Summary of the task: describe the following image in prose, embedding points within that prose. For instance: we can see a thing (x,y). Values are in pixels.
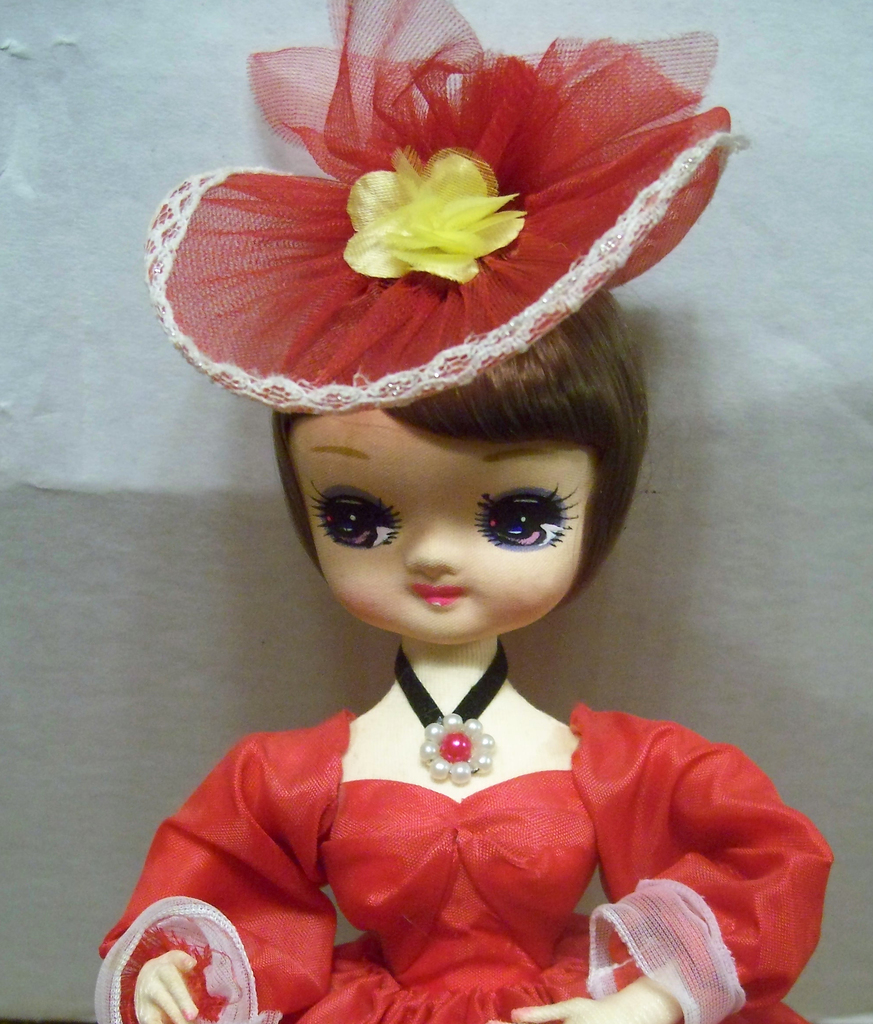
In this image in the front (475,624) there is a doll (451,703) with red colour clothes (424,346). In the background (777,532) there is a wall (674,544) which is white in colour.
